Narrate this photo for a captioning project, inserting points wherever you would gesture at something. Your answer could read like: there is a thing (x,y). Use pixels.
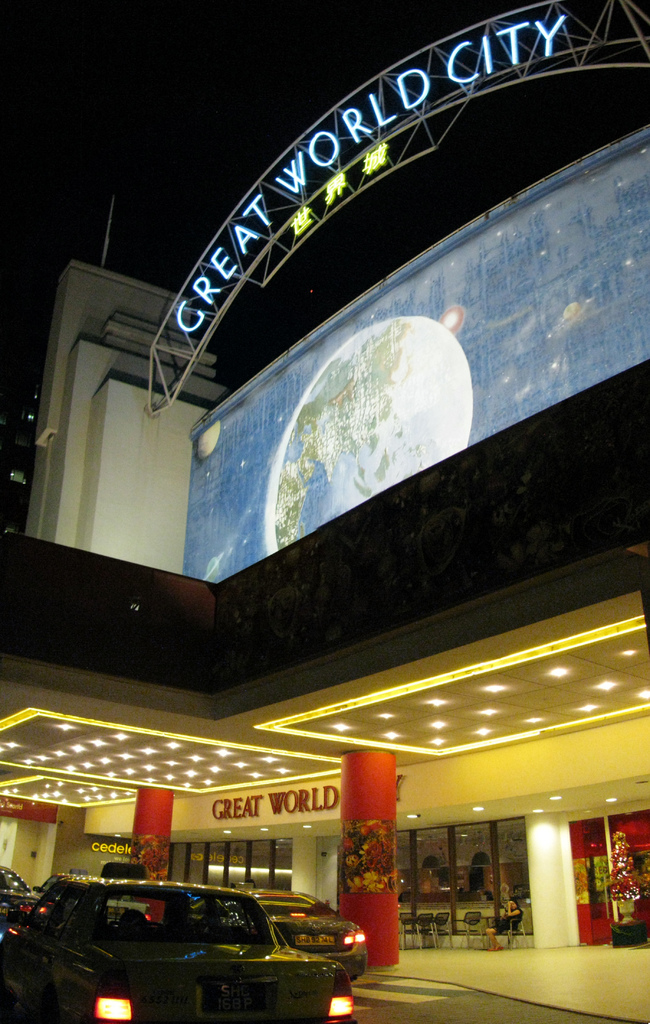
In this image there is a mall (311,669) in the middle (329,578). At the top (430,297) there is a hoarding (339,456). At the bottom (113,967) there are cars (180,913) on the road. There are lights (174,747) at the entrance (279,832).
